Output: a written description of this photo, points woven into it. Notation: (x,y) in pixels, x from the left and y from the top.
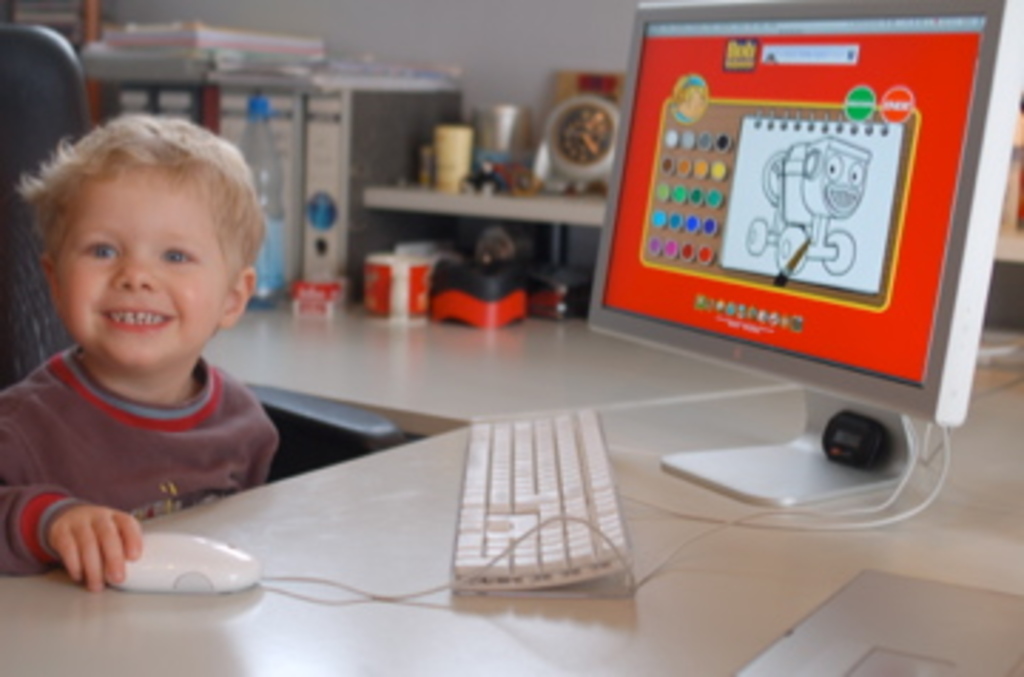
He is smiling. He's holding a mouse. There is a table (344,631). There is a computer system (835,244), keyboard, bottle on a table (353,528).
